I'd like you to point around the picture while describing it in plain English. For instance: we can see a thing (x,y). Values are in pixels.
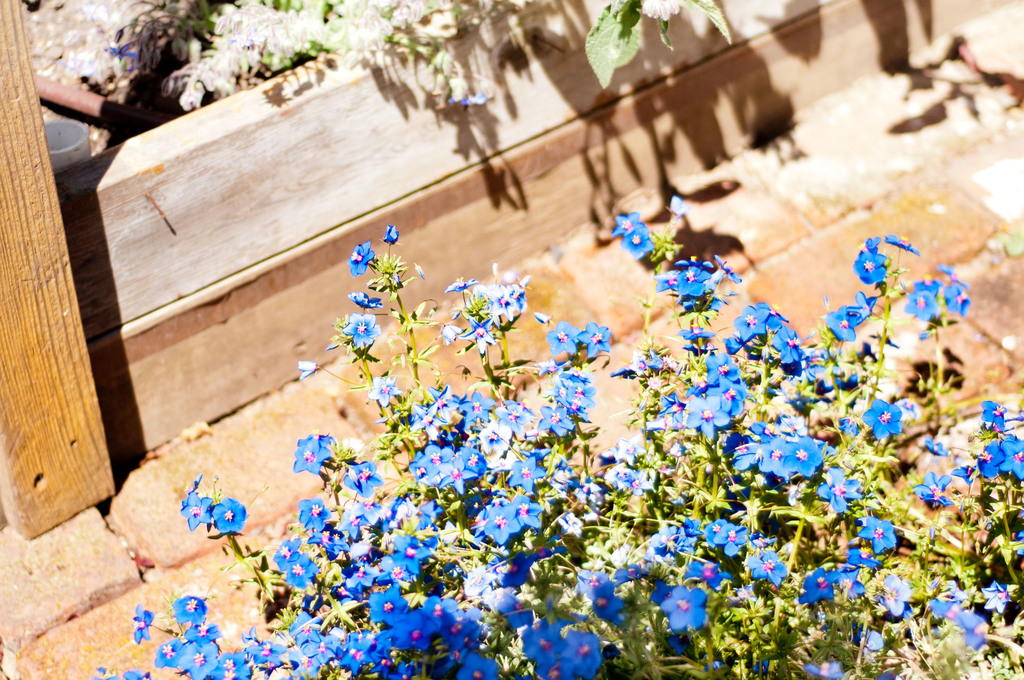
In this image I see the plants (184,649) on which there are flowers (621,482) which are of blue in color and I see the wooden planks (80,403) over here.
